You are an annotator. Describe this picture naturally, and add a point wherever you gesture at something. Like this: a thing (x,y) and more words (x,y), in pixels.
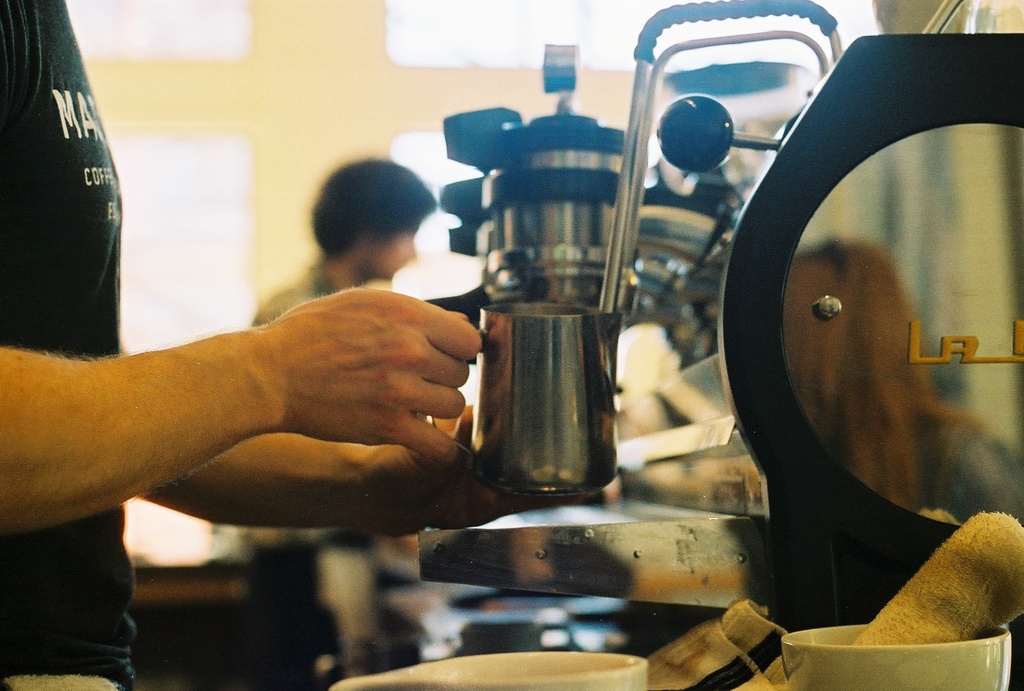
In the image there is a person (403,368) holding a cup (530,344) with the hand (427,329) and beside the cup (570,322) there is a machine (689,265), the background of the machine (645,247) is blur.
